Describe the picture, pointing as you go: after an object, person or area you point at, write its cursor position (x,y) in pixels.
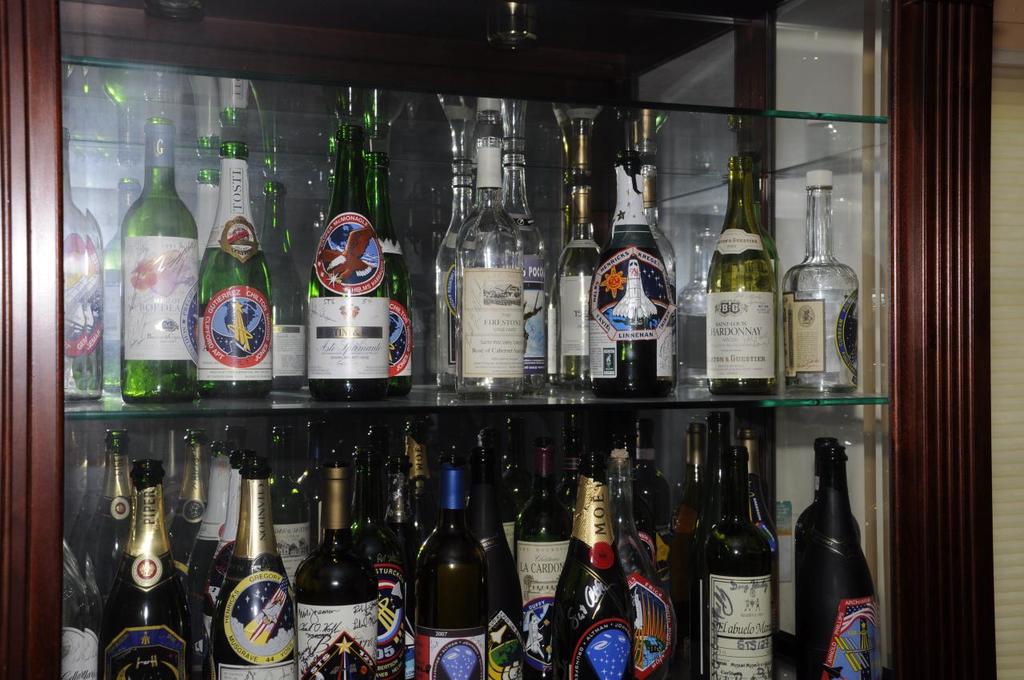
In this picture we can see so many bottles (510,477) placed on rack (210,50) and here it is a wall (1022,161).
